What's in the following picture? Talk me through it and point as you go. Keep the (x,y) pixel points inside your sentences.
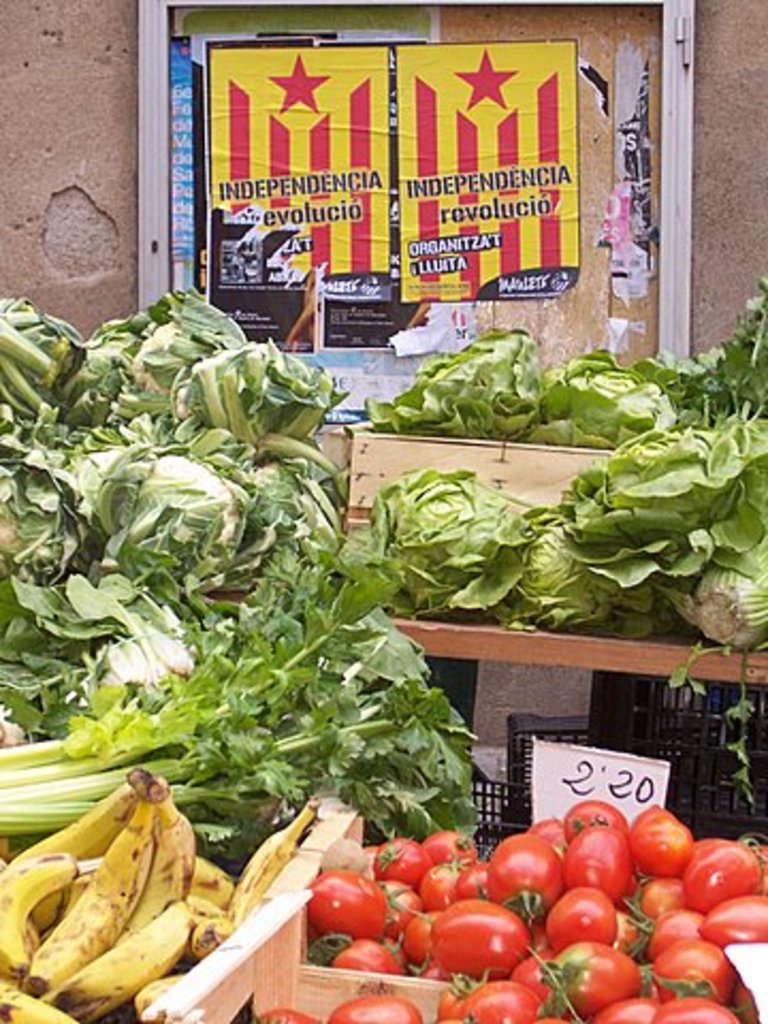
In this image we can see so many vegetables (490,896) are kept in different containers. Behind the vegetables (214,601) posters (330,238) are present.
